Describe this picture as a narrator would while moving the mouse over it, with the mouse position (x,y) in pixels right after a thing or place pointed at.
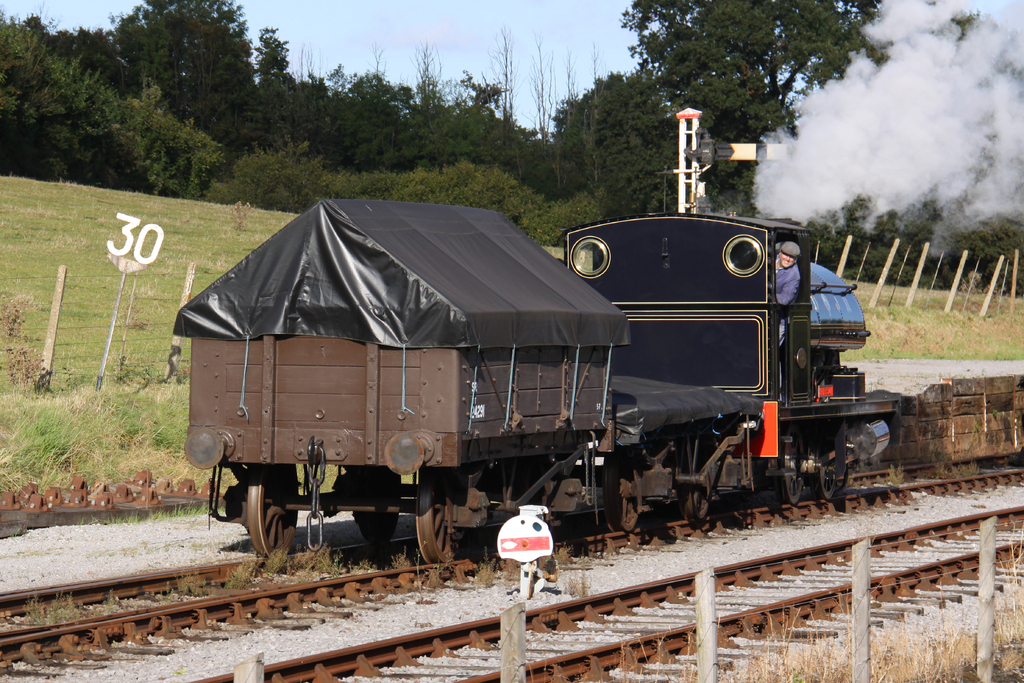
In the image there is a train (840,469) moving on the track (702,529) and releasing smoke (784,198) and behind it there is grass land (106,299) with trees (185,109) in the background (687,8) and above its sky (456,6).
